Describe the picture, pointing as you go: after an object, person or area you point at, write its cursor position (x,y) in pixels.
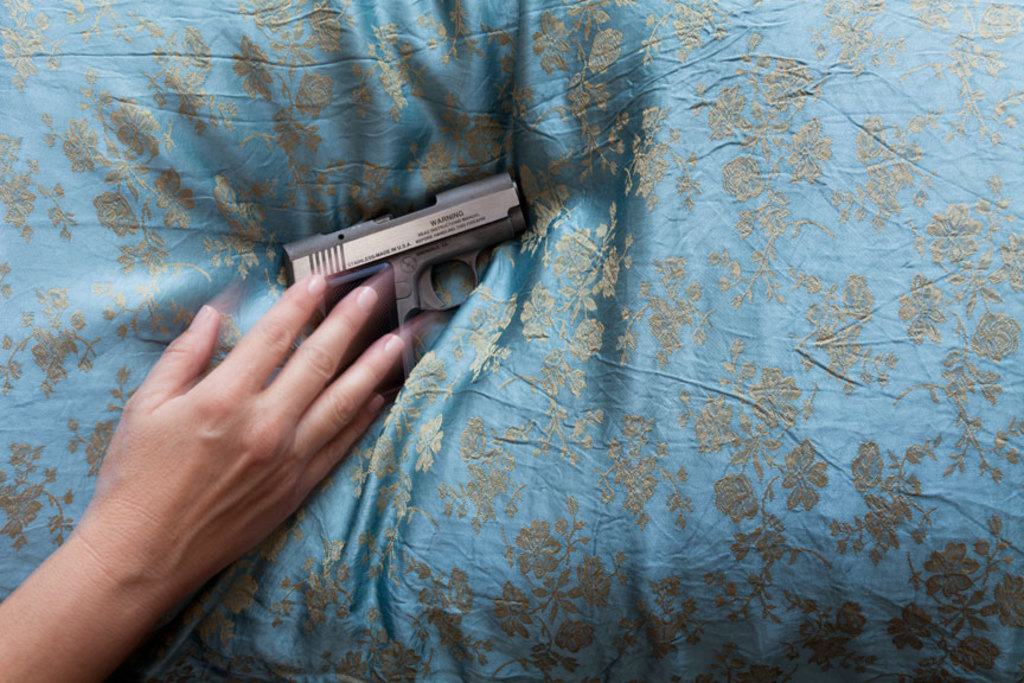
In this picture I can see the person's hand (163,540) who is kept on the pillow (440,571). In that pillow (376,212) I can see the gun (429,264).
